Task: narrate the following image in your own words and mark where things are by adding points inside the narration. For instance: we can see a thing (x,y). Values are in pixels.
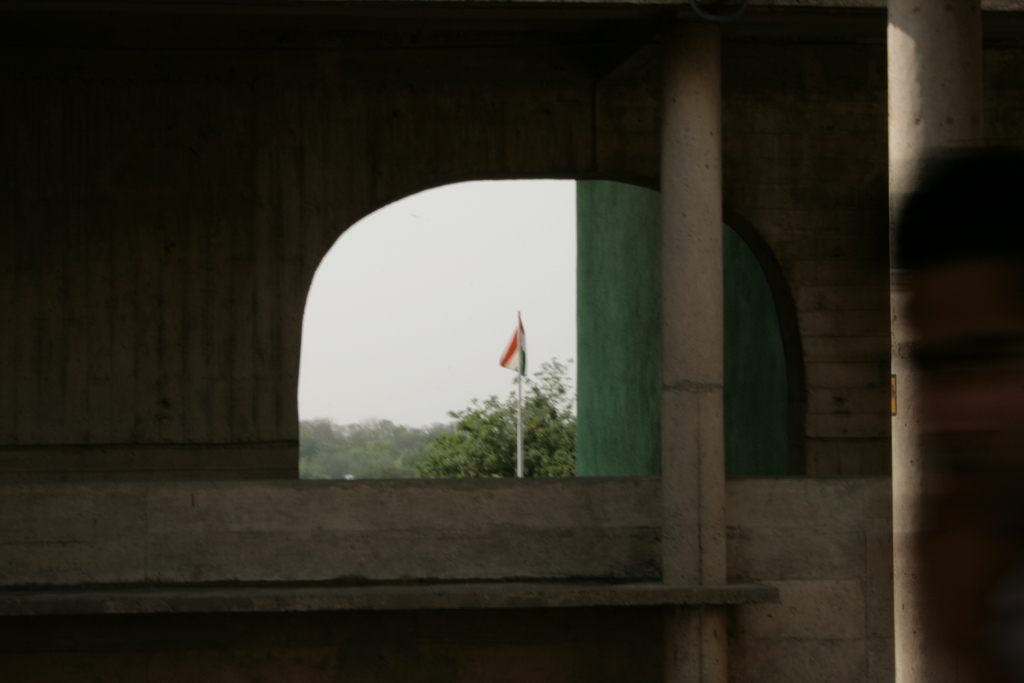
On the right side (851,377), we see a wall (813,553). At the bottom (573,578), we see the cement bench (537,597) and a pole (723,405). On the left side (177,374), we see a wall (129,334). In the middle (431,281), we see the opening (409,360) from which we can see the trees (500,435), flag pole (518,446) and a flag (508,358) in white, orange and green color. We even see the sky (388,305).
